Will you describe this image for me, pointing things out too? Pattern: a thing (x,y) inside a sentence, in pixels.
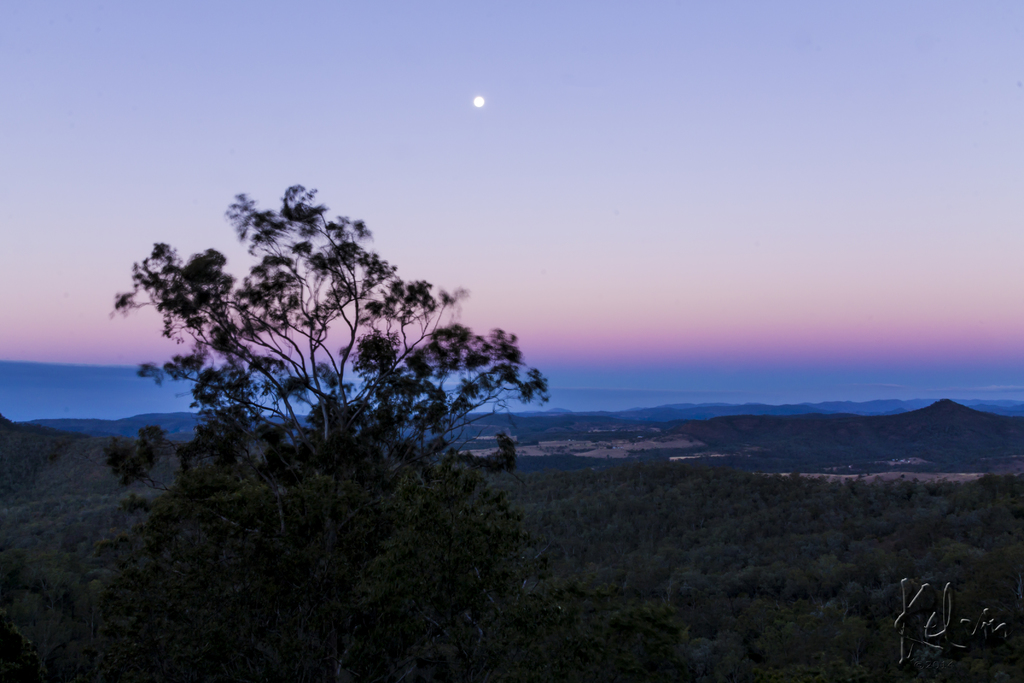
In this image I can see the tree (333,570) and the plants (702,615). In the background (490,134) I can see the mountains (730,424), sky (494,121) and the moon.
